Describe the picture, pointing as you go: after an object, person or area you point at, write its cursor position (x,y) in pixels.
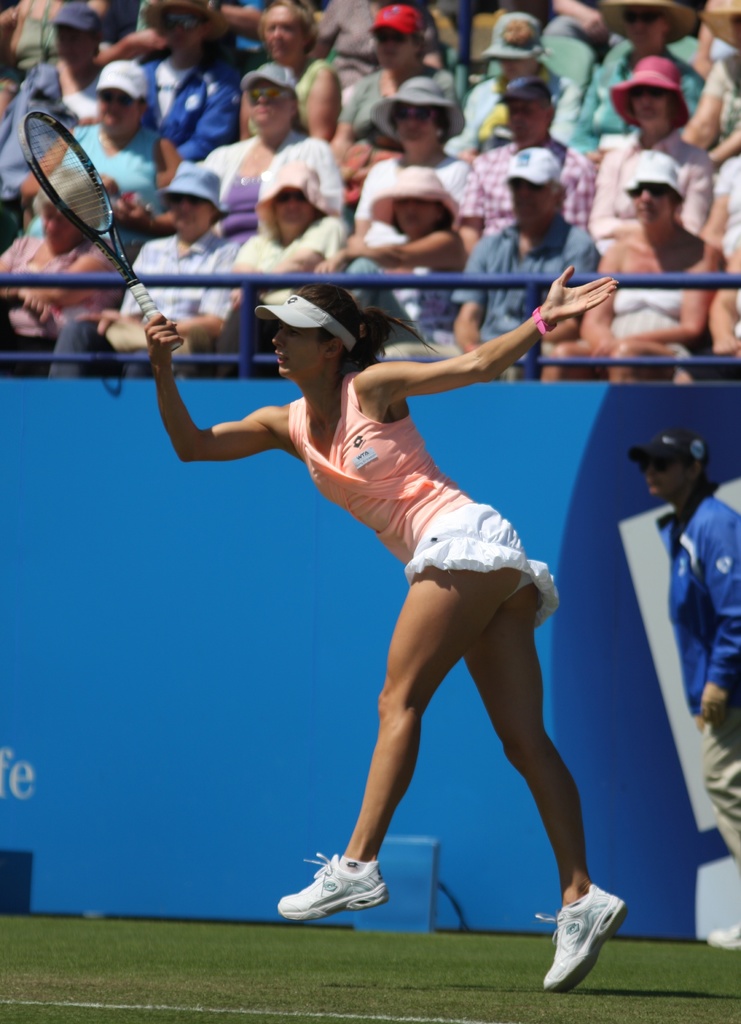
In this picture we can see two people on the ground (432,1008) and one woman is holding a tennis racket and in the background (352,920) we can see a fence (457,800) and a group of people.
